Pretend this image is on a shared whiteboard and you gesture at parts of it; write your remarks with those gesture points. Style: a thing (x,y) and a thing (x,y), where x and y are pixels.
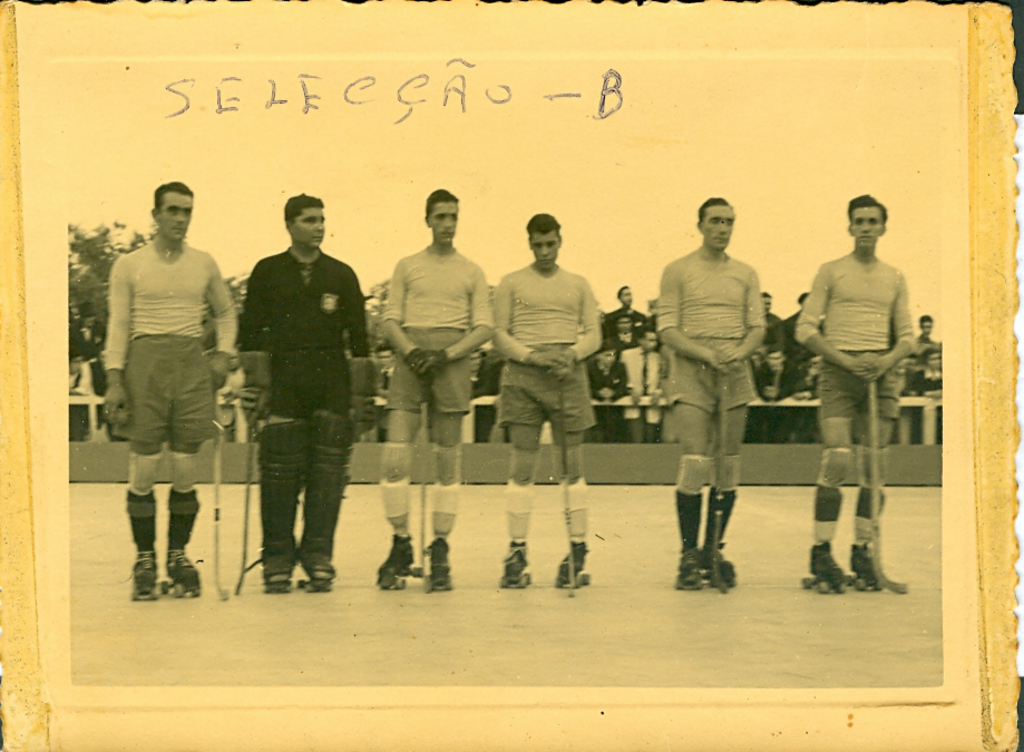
This is black and white image where we can see six men (417,335) are standing by holding hockey sticks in their hand (246,395) and wearing skate shoes (436,579). Background of the image (625,333) people (601,389) and trees (99,282) are there. At the top of the image (357,84) we can see some text (411,98).
